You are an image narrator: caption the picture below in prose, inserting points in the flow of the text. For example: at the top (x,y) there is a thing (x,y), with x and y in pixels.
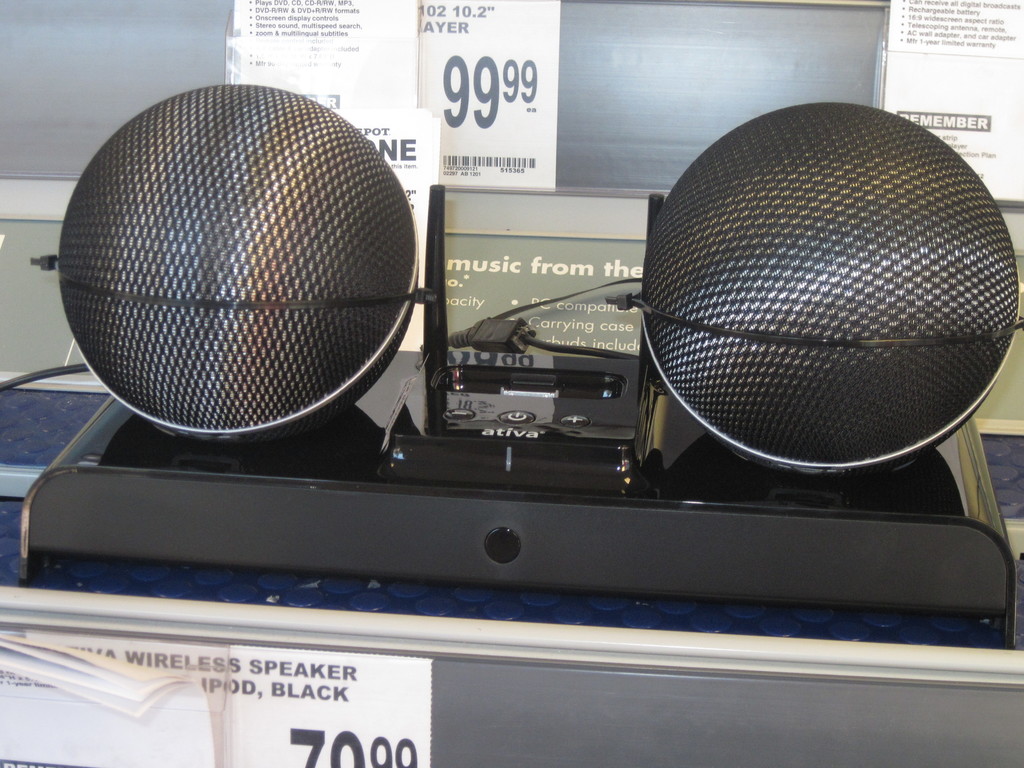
Here we can see speakers (214,212) on a platform (433,582) and there are posters (363,715). In the background (677,124) we can see glass (53,135).
